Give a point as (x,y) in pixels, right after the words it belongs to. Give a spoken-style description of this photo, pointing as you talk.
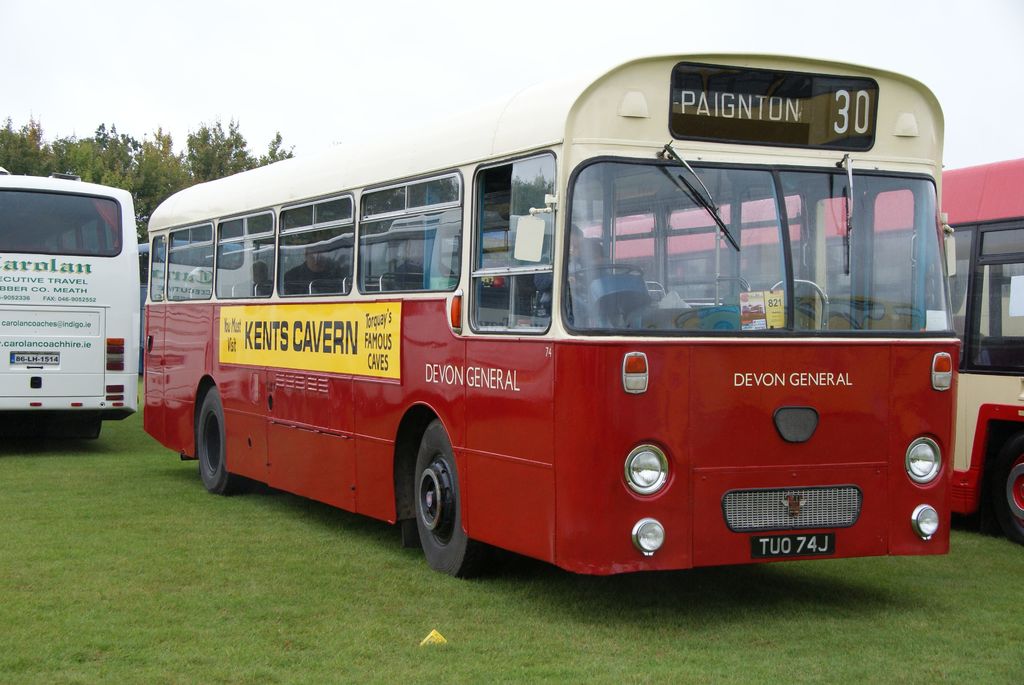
We can see buses (418,230) on the grass (267,521). In the background (215,142) we can see trees (237,144) and sky (341,43).
